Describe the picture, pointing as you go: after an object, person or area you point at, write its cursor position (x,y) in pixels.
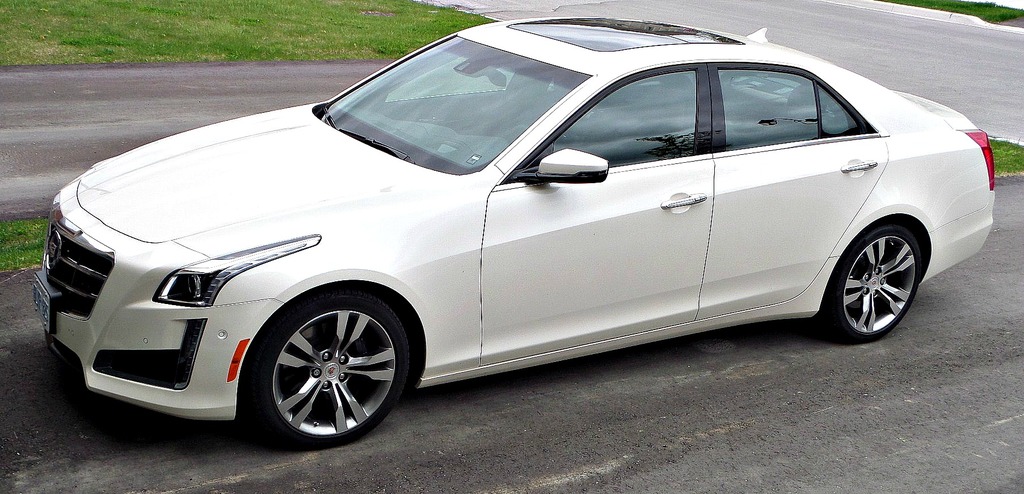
In the middle of the image (476,224) we can see a white color car (622,230) on the road (698,379), in the background (152,47) we can see grass (181,7).
